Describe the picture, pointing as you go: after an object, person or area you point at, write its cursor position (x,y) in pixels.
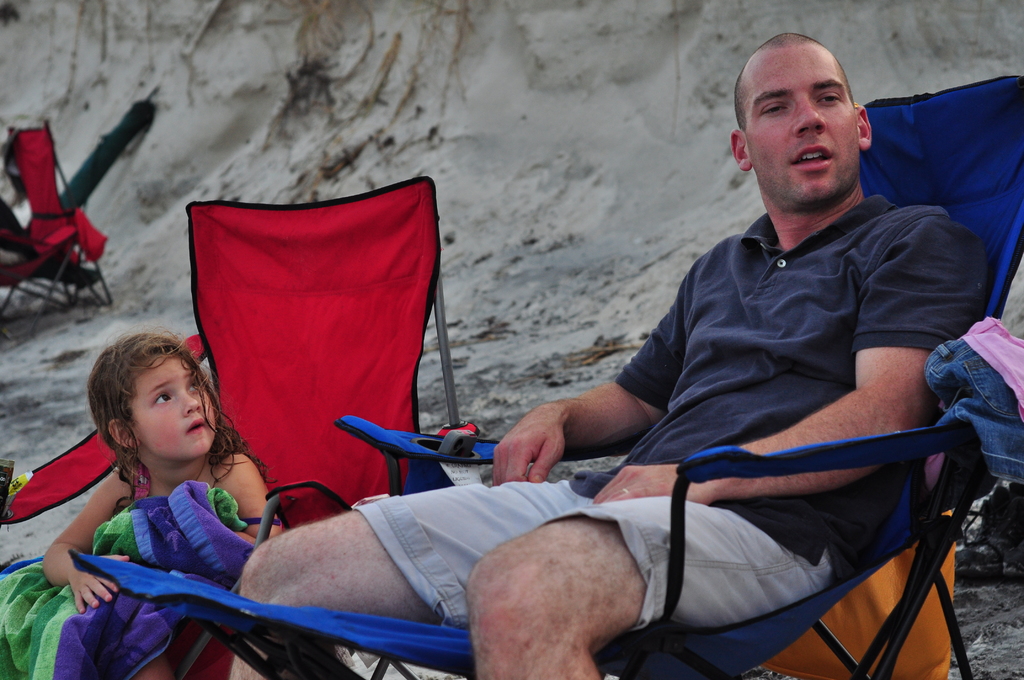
In the image we can see there is a man (776,392) sitting on the resting chair (272,613) and beside him a girl (113,538) is sitting on the resting chair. The girl (148,406) is holding blanket (210,554) in her hand (81,585) and behind there are other resting chairs (94,229) kept on the ground (137,284).
